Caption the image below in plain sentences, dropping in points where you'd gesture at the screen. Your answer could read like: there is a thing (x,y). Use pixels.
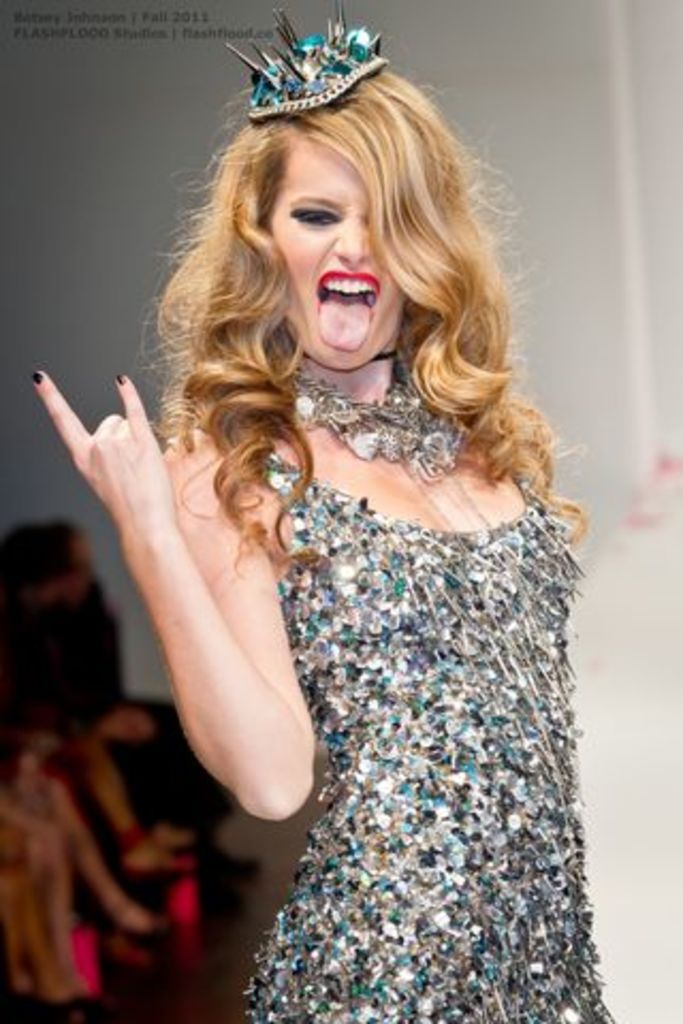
In the picture we can see a woman (431,802) standing and giving an expression with a hand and tongue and she has a brown curly hair (391,199) and a crown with some lines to it and behind we can see a wall (101,527).
